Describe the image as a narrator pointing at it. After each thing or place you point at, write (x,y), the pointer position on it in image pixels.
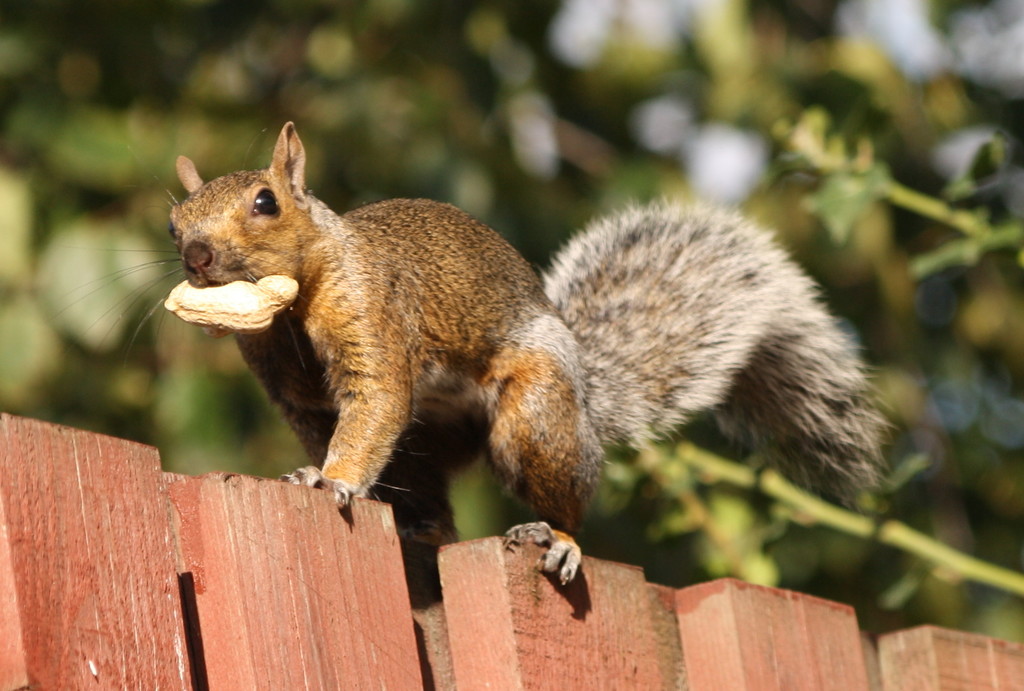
In this image at the bottom (481,570) there are some wooden sticks (539,617), on the sticks (982,663) there is one squirrel (378,290) which is holding one peanut (208,297) and in the background (469,103) there are some trees (919,410).
